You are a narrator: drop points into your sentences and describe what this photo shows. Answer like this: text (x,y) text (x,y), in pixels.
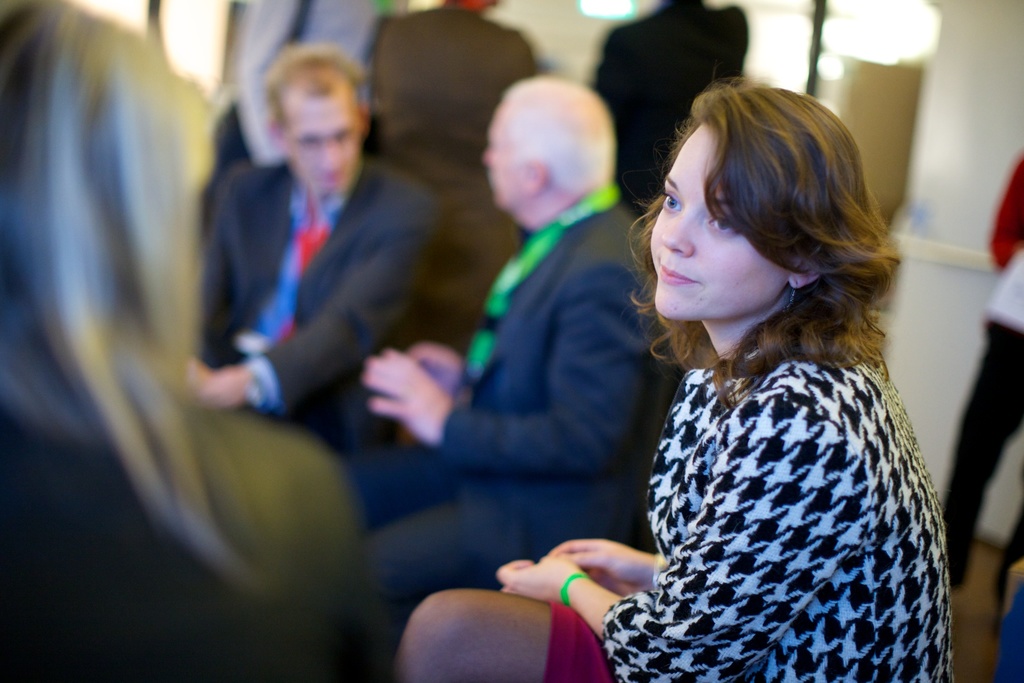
In this image we can see some group of persons (356,273) sitting, in the foreground of the image (697,459) there is a woman (681,533) wearing black and white color dress (648,593) also sitting and in the background of the image (637,139) there are some persons (302,5) standing near the wall (902,272).
